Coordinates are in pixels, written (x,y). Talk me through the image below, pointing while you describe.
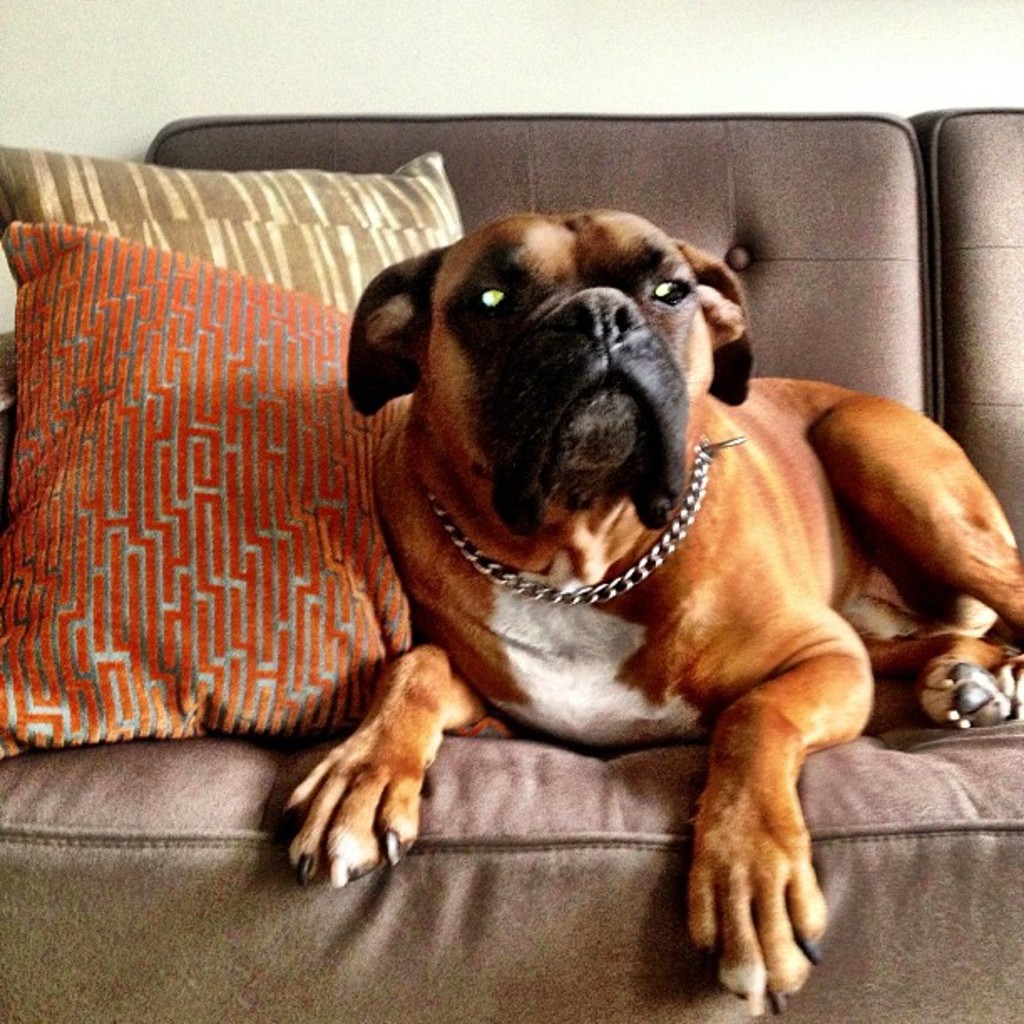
In this picture we can see a dog (574,497) and cushions (372,248) on the sofa (656,883).
